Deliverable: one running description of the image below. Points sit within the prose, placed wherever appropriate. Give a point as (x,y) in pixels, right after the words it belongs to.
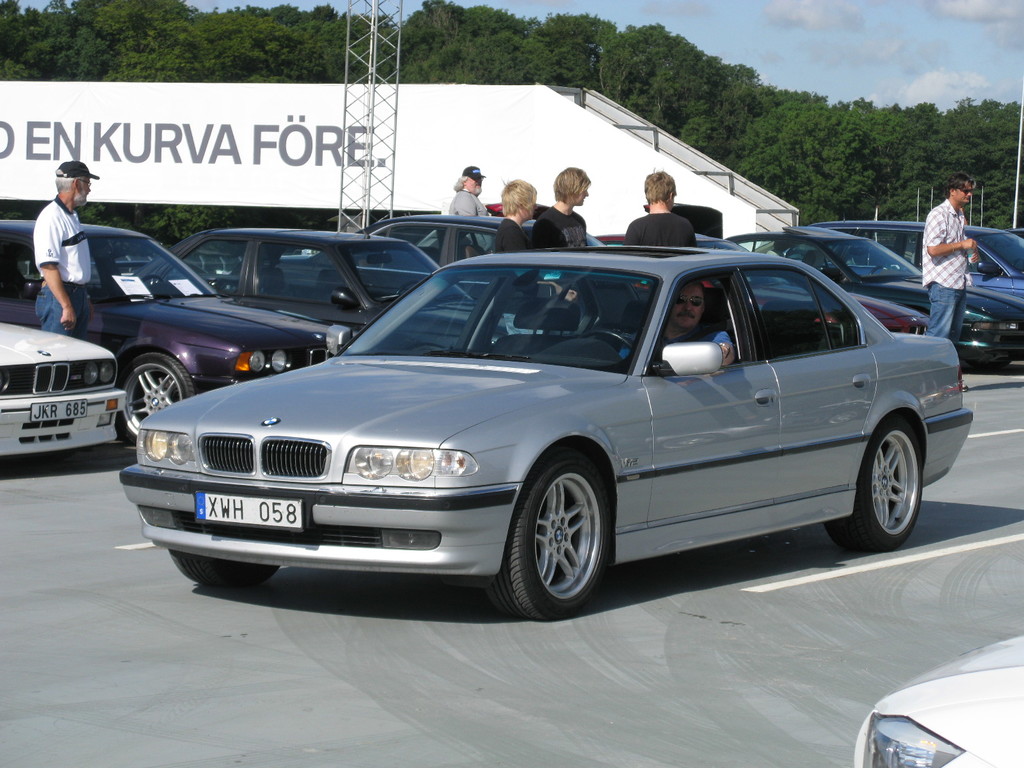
In this image we can see cars (200,430). There are people (548,228) standing on road (702,634). In the background of the image (286,38) there are trees (470,71). There is wall (167,119) with some text (237,146), sky (778,50) and clouds (701,11).
